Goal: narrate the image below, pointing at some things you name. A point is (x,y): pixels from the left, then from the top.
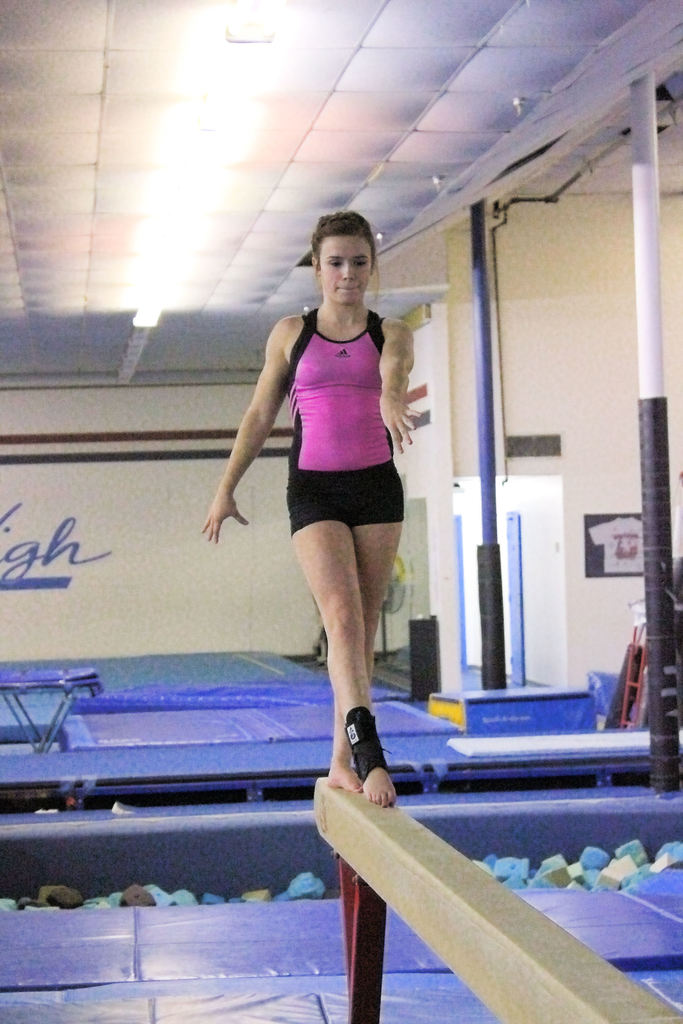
At the top (602,29) we can see the ceiling (497,35) and lights (208,129). In this picture we can see a woman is standing on a pole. We can see few objects (143,825). On the right side of the picture (669,660) we can see the poles (655,615). We can see a poster (604,546) on the wall (586,497).
